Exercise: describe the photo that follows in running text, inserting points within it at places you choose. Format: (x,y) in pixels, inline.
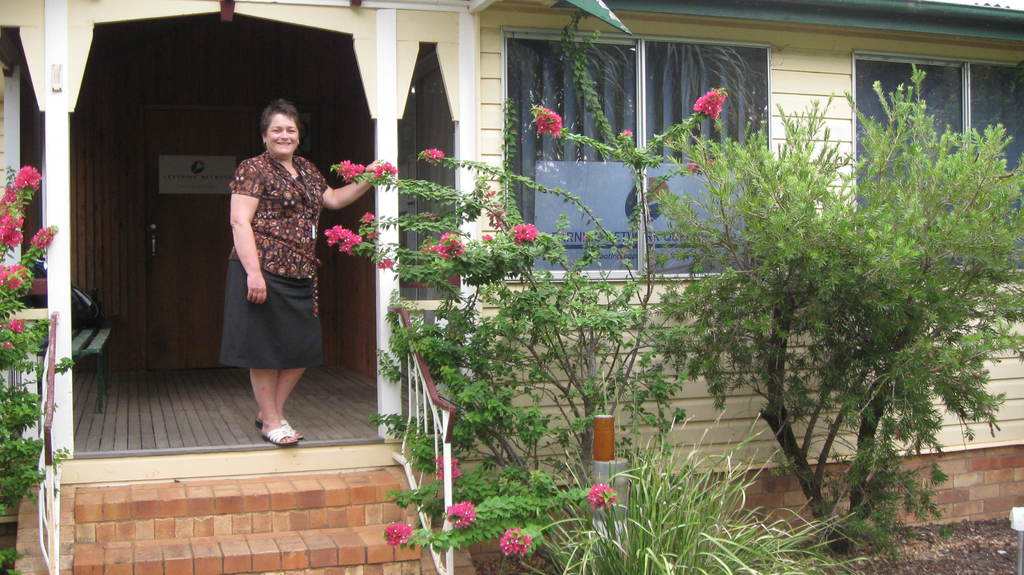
In this picture we can see some grass (705,549) on the ground (653,564). There are a few flowers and plants (773,200) on the path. We can see a woman (303,194) holding a flower (351,161) and smiling. There is a green object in the building (188,268). We can see a poster (549,214), windows (526,109) and a curtain (668,64) in the building (811,92).
